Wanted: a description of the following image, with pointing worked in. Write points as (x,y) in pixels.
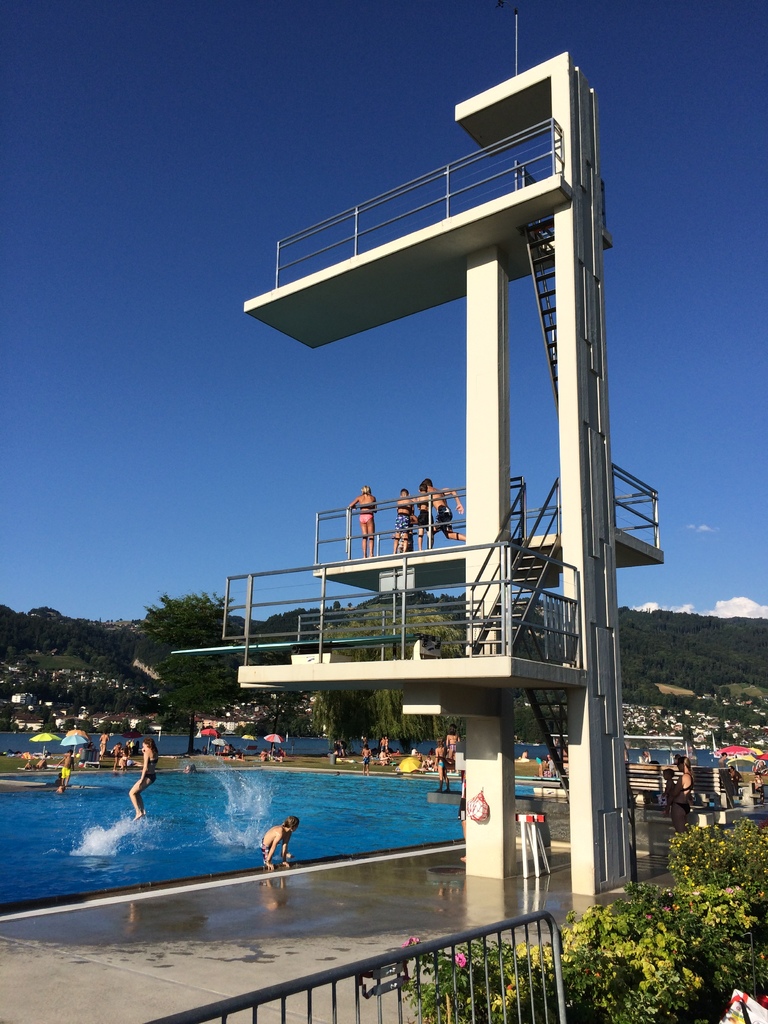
In this picture I can see few plants (606,918) in front (579,928) and in the middle of this picture (494,455) I see a tower (476,102) on which there are few people (415,499) and in front of this tower (271,671) I see a pool (198,813) and I can also see number of people (153,760) around. In the background (365,718) I see the trees (268,640) and I see the clear sky (310,484).
